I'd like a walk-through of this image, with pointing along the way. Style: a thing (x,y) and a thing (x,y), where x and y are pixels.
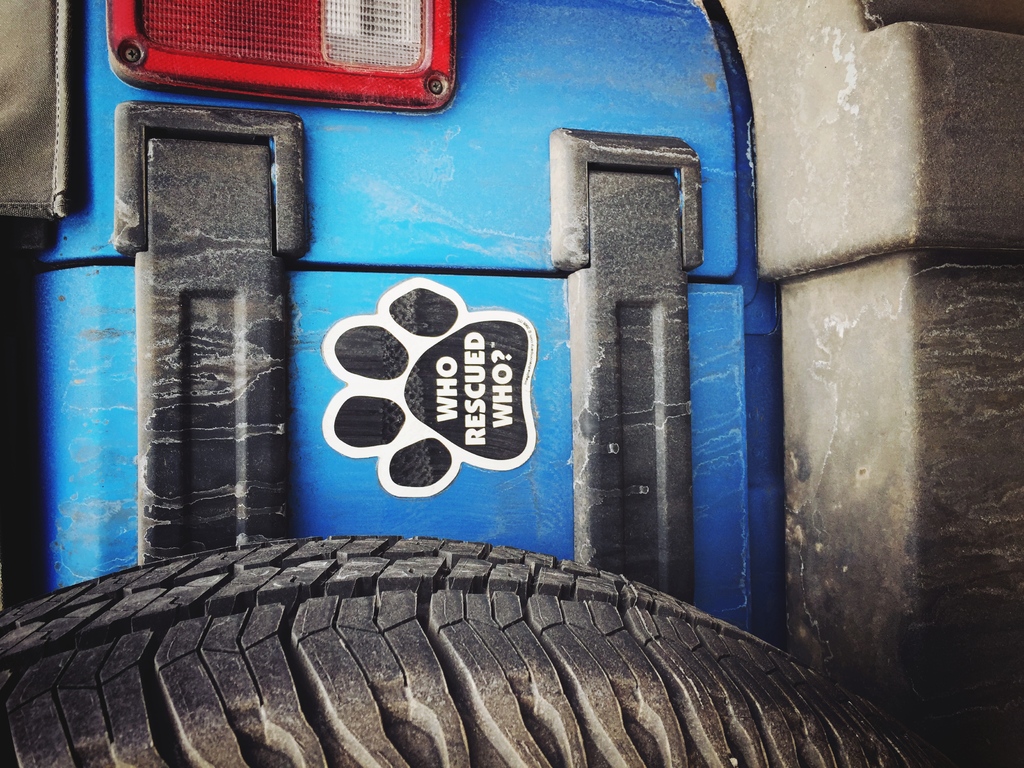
In this picture, we see a vehicle (537,319) in blue color. This picture contains one of the parts (387,145) of the vehicle (533,380). At the bottom of the picture (404,617), we see a wheel (426,708) or a tyre (390,669). At the top of the picture (118,17), we see a tail light (319,85).
